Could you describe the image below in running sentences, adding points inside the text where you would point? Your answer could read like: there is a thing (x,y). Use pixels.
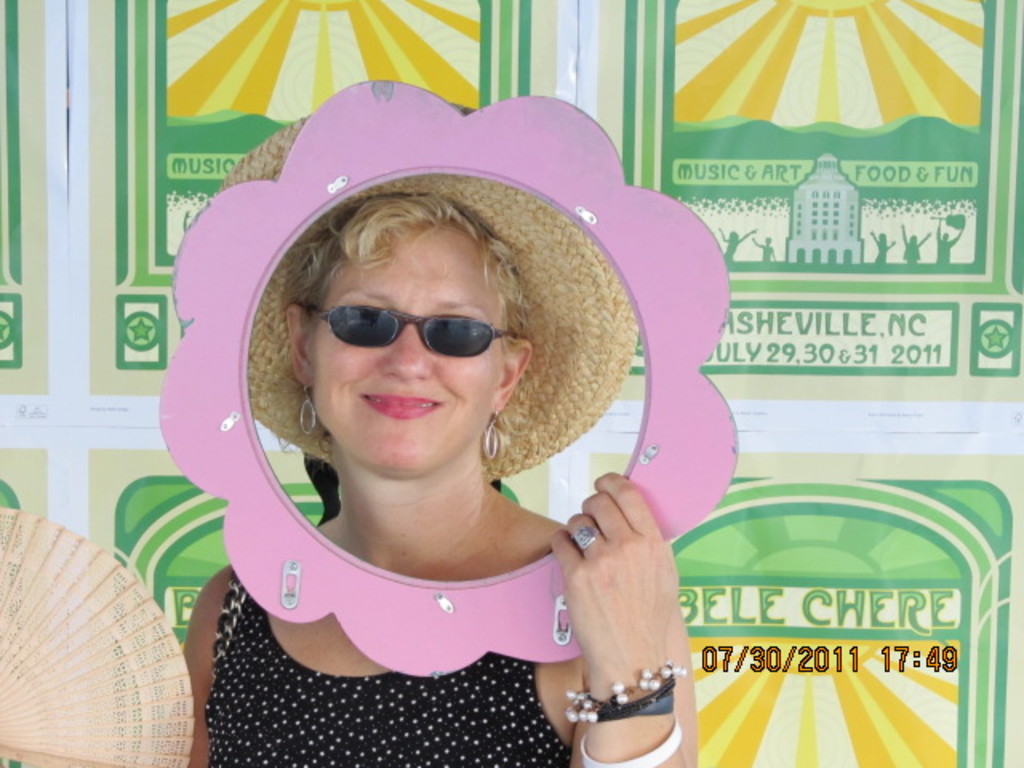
As we can see in the image there is a woman (463,332) wearing cream color hat (618,365), black color goggles (360,339) and black color dress (397,714). Behind her there are posters (778,495).
